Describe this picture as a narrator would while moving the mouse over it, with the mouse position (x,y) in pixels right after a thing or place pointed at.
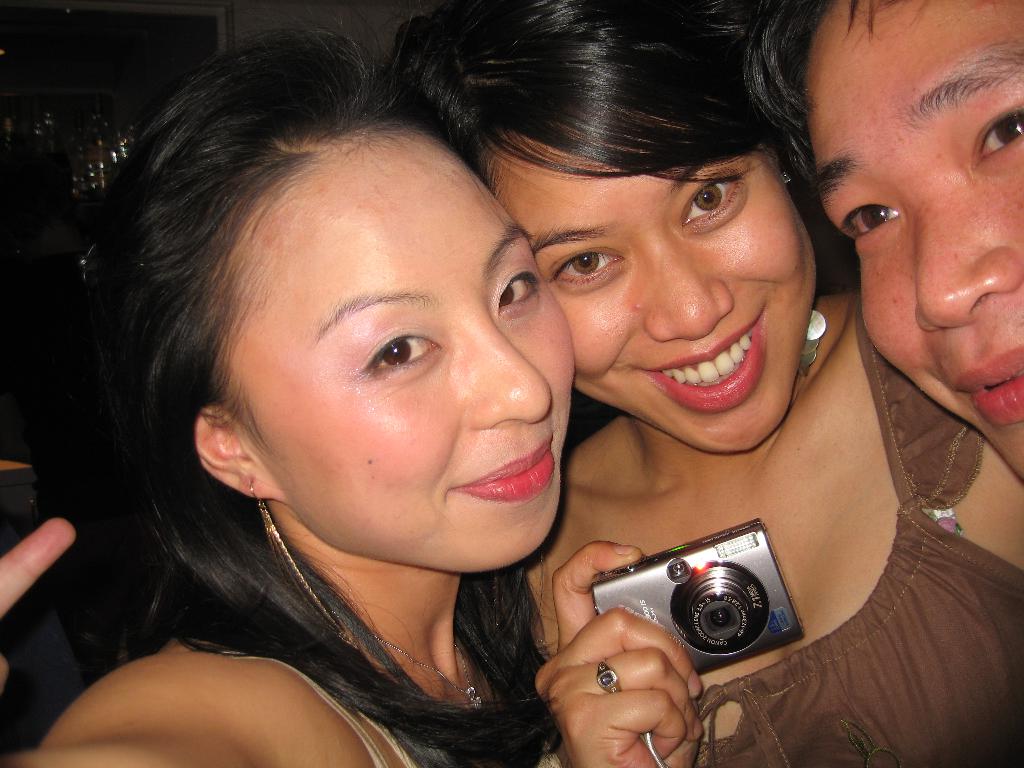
In the image we can see there are people (458,494) who are smiling and a woman (640,673) in the middle (681,418) is holding a camera (759,622).
